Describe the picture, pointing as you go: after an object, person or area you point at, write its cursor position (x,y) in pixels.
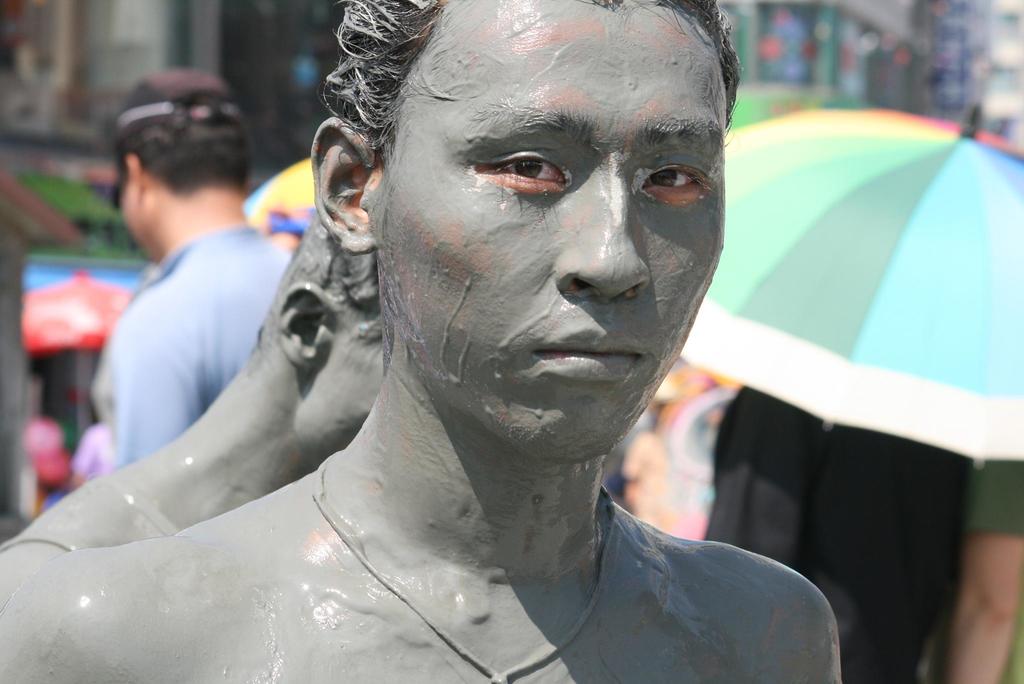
In this picture there are two persons (453,348) were standing near to the umbrellas (799,393). At the top (228,4) I can see the blur image.
